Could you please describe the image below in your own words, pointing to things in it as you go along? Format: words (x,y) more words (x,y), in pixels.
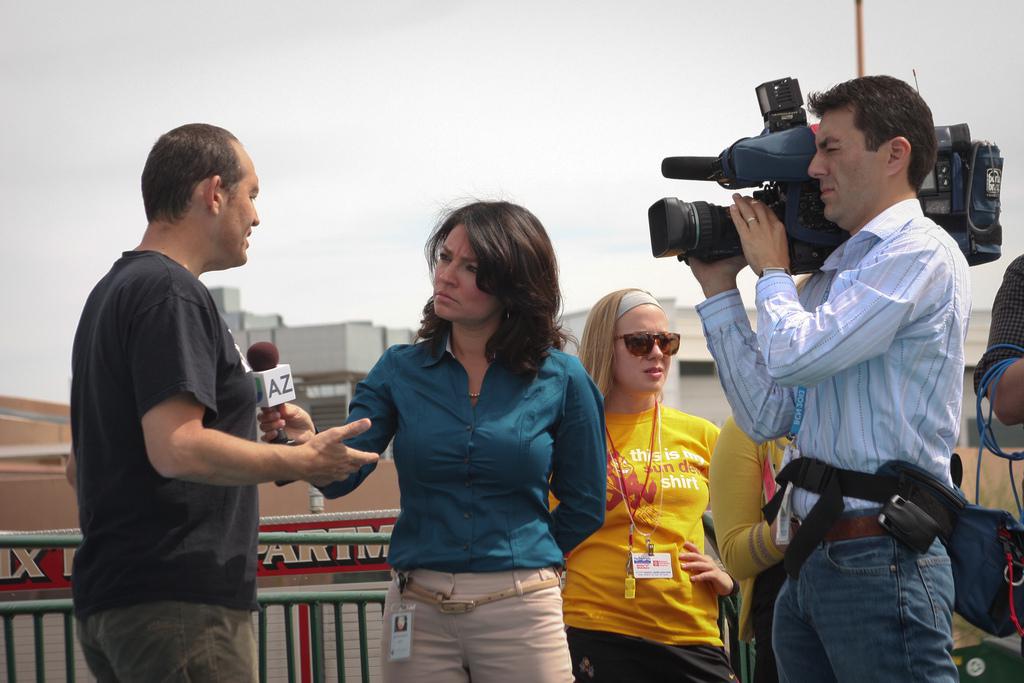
In this picture we can see a group of people (627,479), one woman (525,506) is holding a mic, one man (907,357) is holding a camera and we can see sky (410,179) in the background (406,303).
